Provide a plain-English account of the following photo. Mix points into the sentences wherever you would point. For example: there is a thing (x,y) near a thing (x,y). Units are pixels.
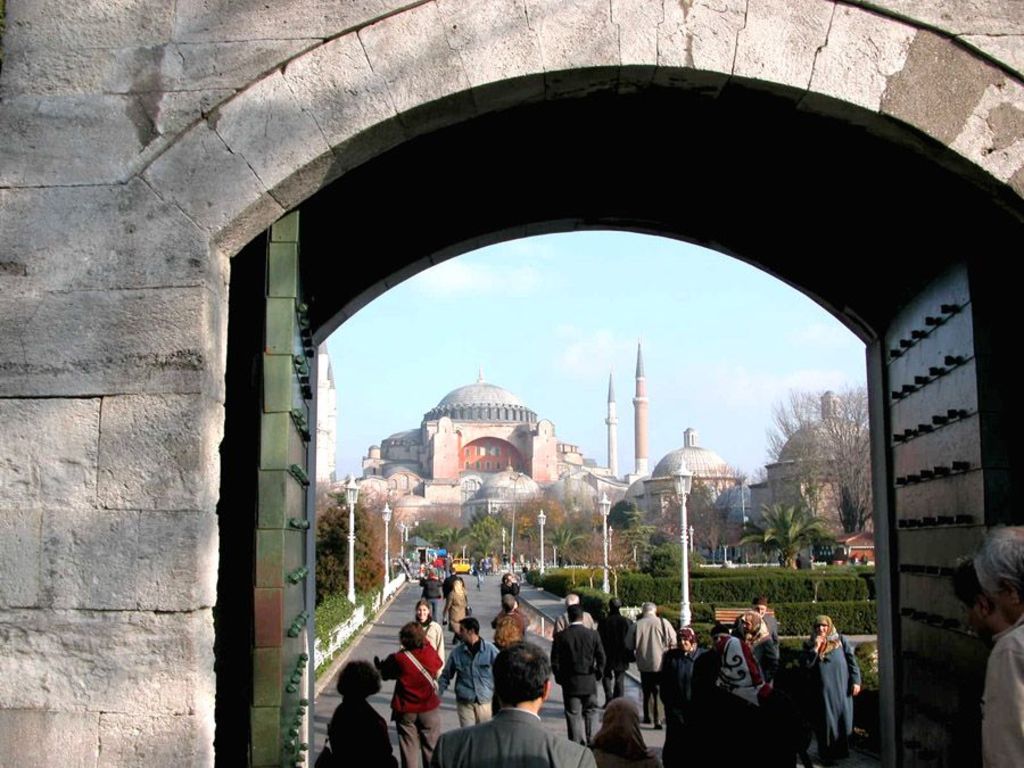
In the image there are many people (479,705) walking on the path (470,575) with plants (340,541) and trees (323,530) on either side, in the back (512,431) there is a palace (484,463) and above its sky (488,330) with clouds (562,348).
